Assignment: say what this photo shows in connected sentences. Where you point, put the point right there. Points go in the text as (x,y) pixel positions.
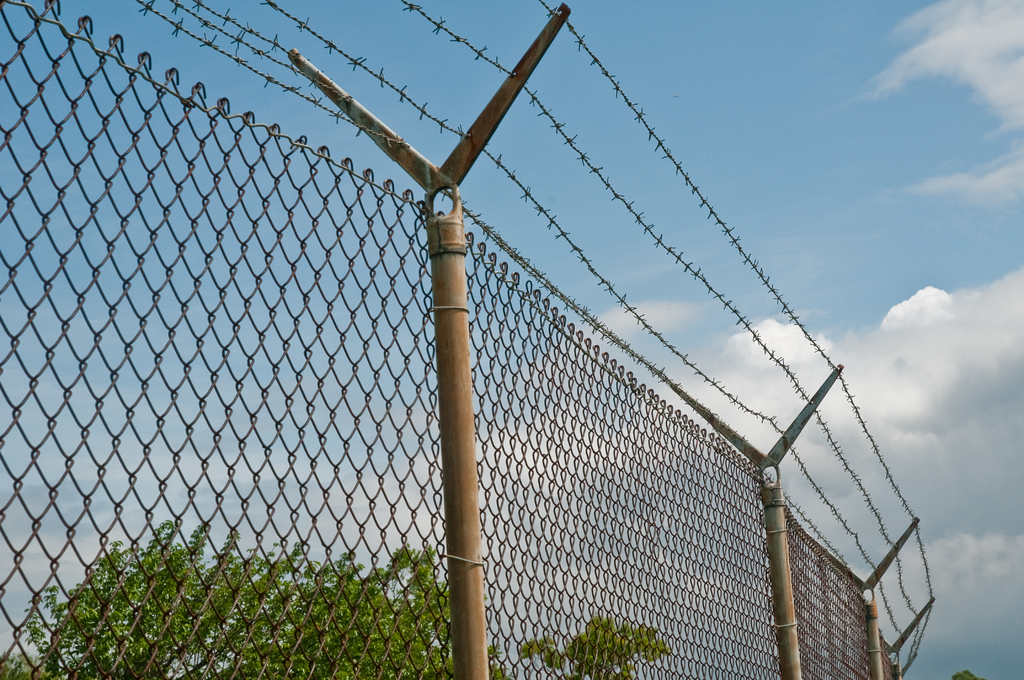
In this image I can see a net fencing (520,481) along with the barbed wire (598,172). Behind the net fencing (342,609) there are trees (432,614). At the top of the image (833,112) I can see the sky (896,295) and clouds (908,378).
